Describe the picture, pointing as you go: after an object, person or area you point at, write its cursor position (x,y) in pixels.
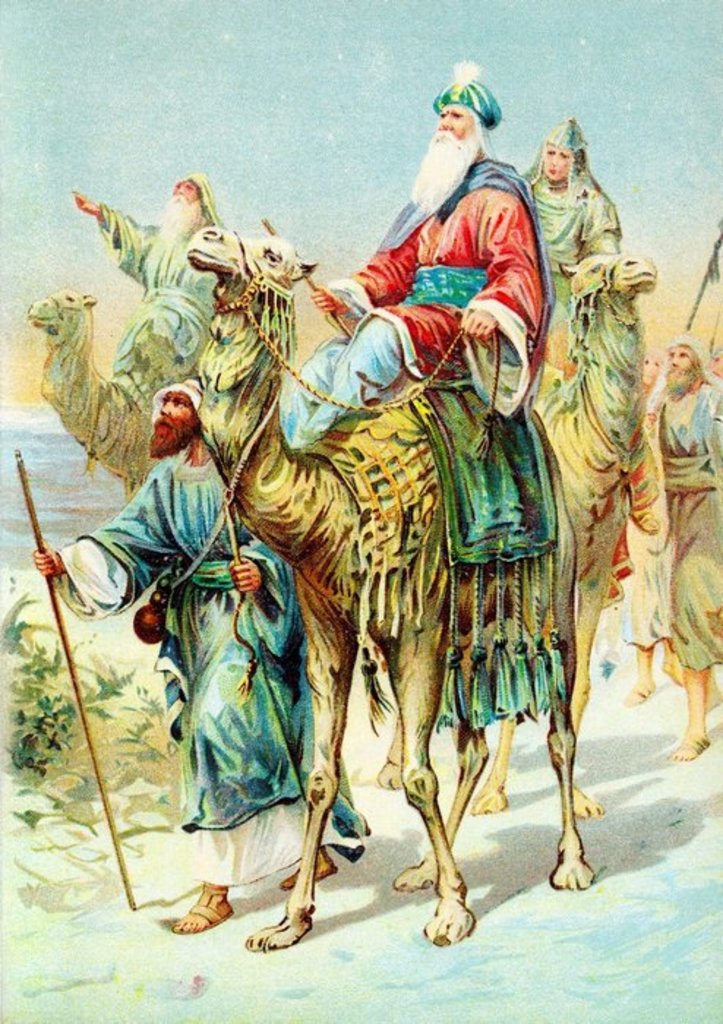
In the image we can see the painting of people (650,579) and camels (241,423), they are wearing clothes (307,416) and some of them are wearing caps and holding a stick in hand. Some people (429,375) are sitting on the camels (287,258). Here we can see the grass (27,740) and the sky (220,97).
